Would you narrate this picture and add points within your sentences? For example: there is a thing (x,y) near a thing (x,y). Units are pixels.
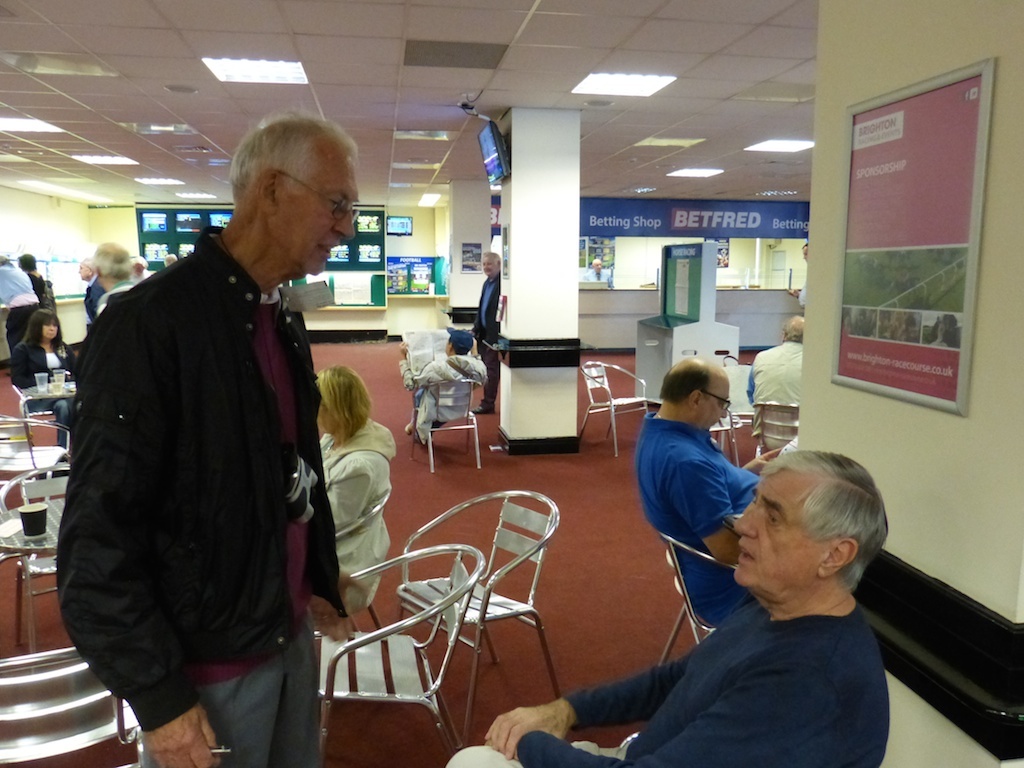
This image consist of a hall (380,620) in which there are many persons (107,267). In the front (701,670), the man (733,690) is sitting and wearing blue t-shirt (776,707). To the left (176,517), there is a man (174,541) standing and wearing a black jacket (213,406). In the back (542,269), there is a pillar (538,345). To the right (912,234), there is a wall (1021,306) on which the frame (881,374) is fixed. At the top (467,93), there is a roof (421,67), to which lights (586,83) are fixed.
